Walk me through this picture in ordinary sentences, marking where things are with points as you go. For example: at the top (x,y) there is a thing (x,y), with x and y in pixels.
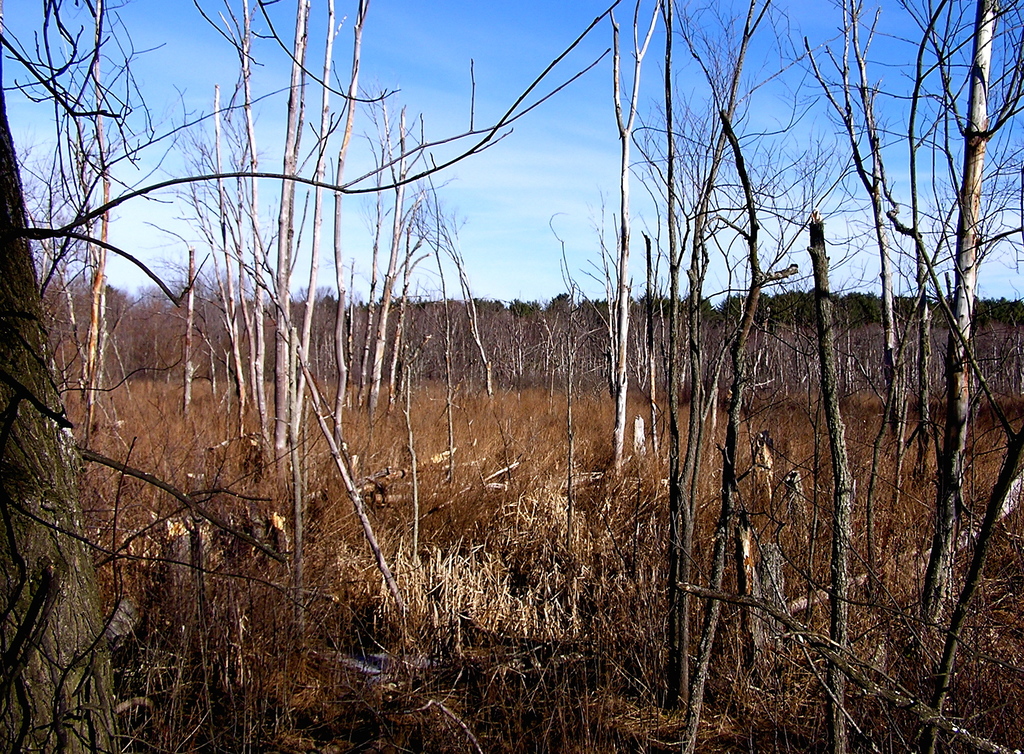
In this picture I can see trees (636,30) and grass (601,419) on the ground (277,481) and a blue cloudy sky (526,168).
